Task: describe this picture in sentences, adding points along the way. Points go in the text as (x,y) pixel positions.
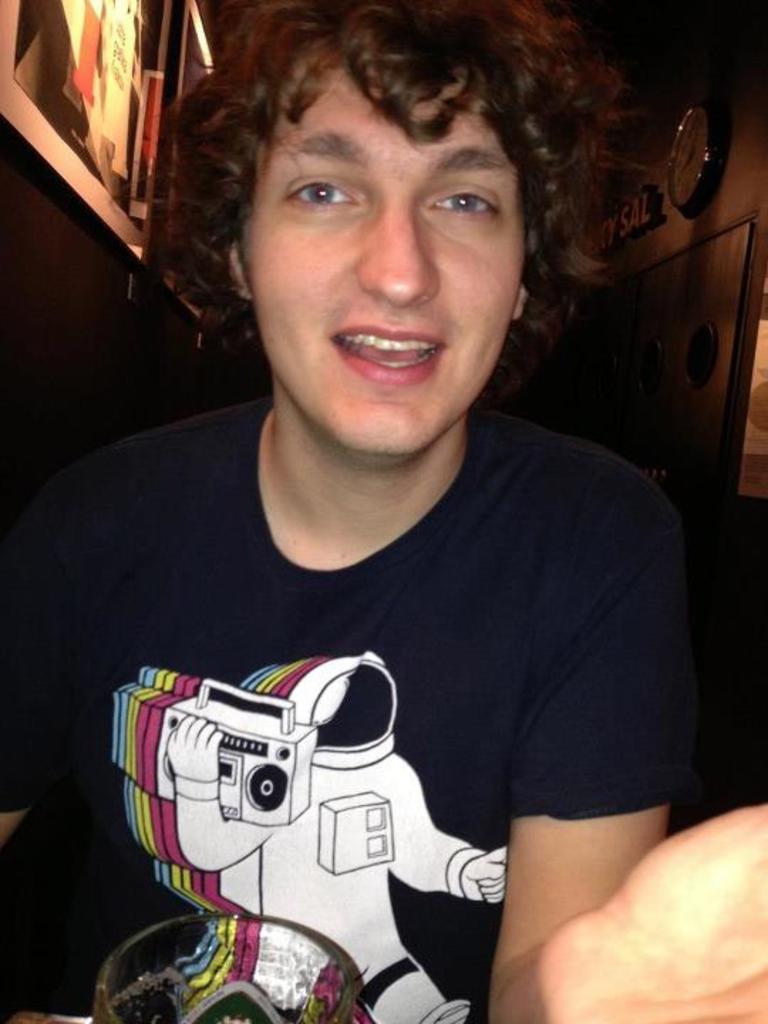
In this image, we can see a man (141,581) sitting. We can see a clock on the wall (654,233) on the right side (690,195).
